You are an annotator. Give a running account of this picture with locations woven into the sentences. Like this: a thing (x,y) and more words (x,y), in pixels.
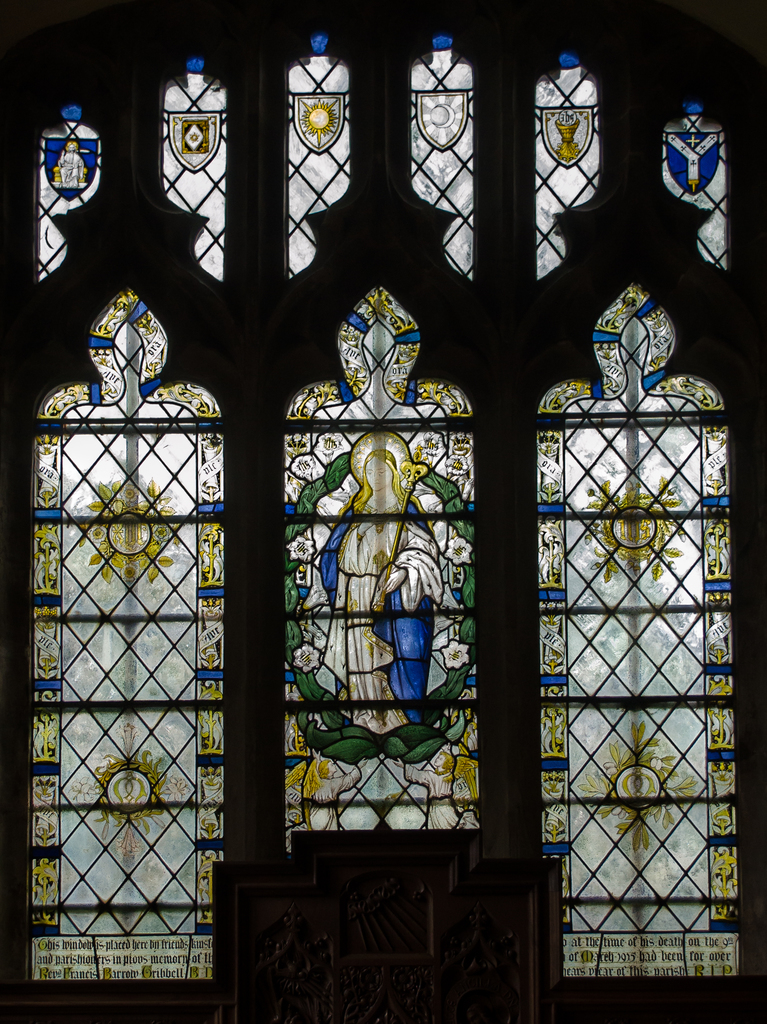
In this image there is a window (683,547) and on the window (350,426) there is some art (394,727), at the bottom (394,949) there are some objects (397,915).
